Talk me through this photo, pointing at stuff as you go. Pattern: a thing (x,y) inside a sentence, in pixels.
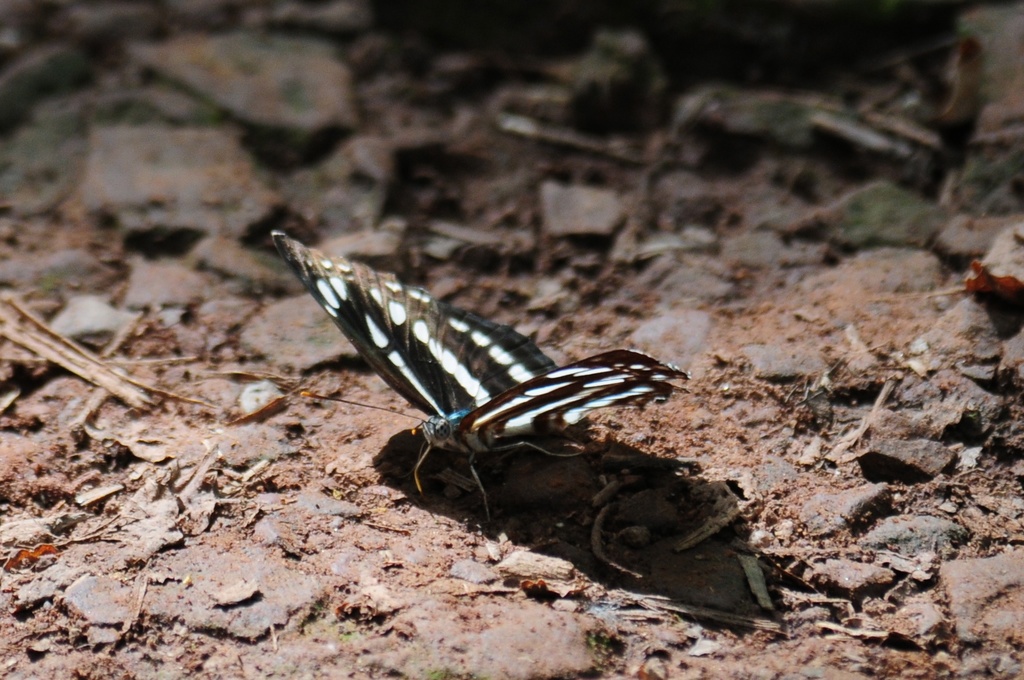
In this image I can see a butterfly (533,370) on the ground (441,520). This image is taken may be in the evening.
